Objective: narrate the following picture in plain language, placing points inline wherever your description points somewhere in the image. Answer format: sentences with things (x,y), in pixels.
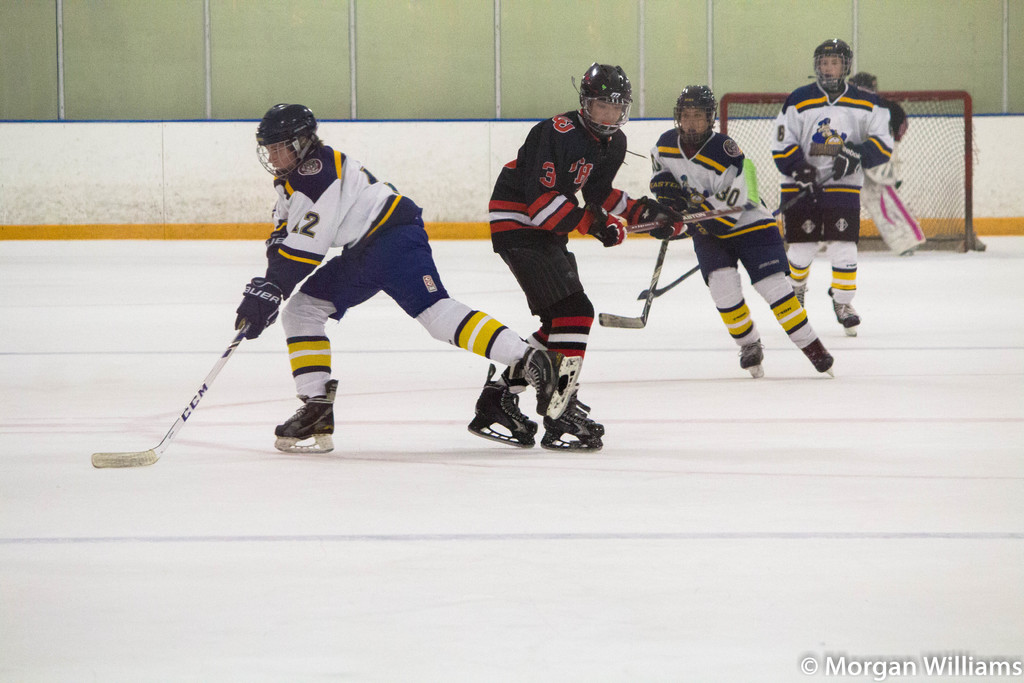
In this image five men (801,175) are playing ice hockey, in the background (1006,173) there is a wall (392,51).
